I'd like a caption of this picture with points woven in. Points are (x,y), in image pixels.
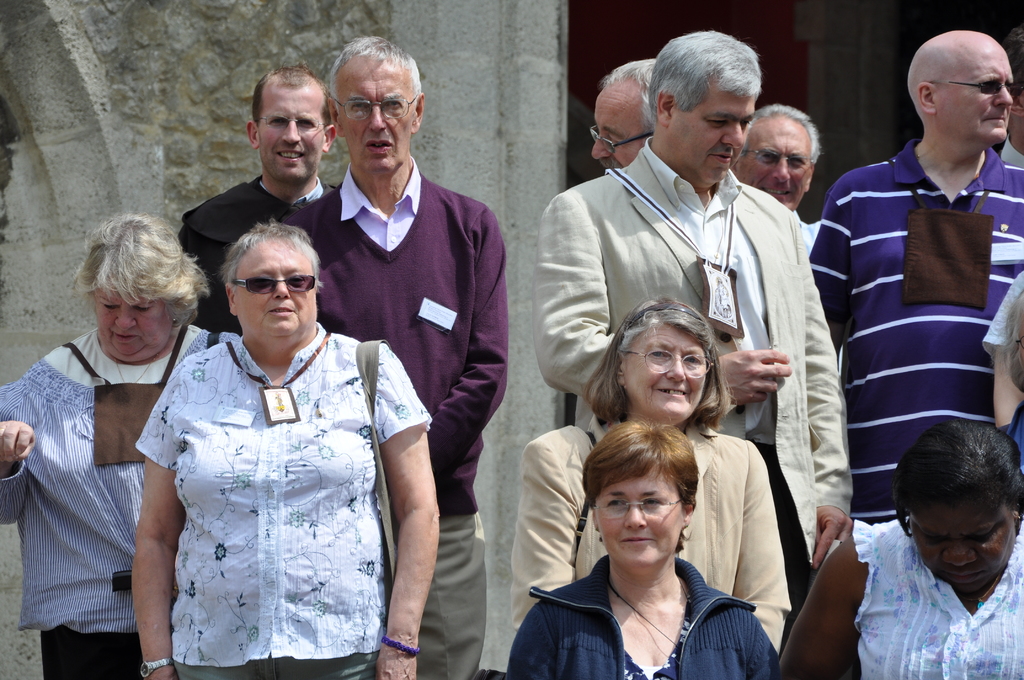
In this picture we can see a group of people (139,634) are standing on the path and behind the people (388,345) there is a wall (313,38).
